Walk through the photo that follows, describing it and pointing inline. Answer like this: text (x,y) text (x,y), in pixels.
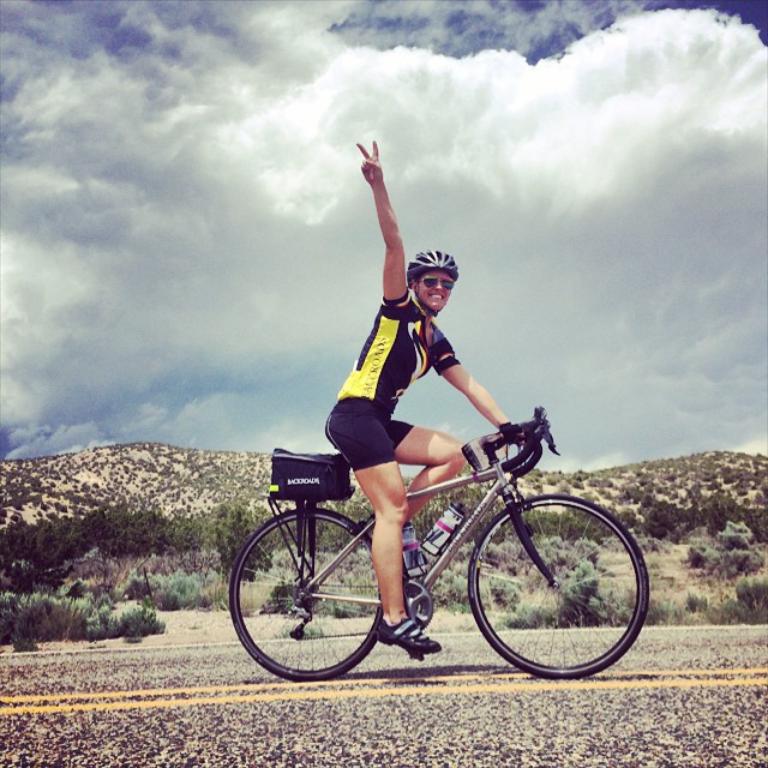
This picture shows a person (358,473) riding a bicycle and waving his hand (377,172) and we see trees (464,495) on the side and a cloudy Sky (279,28).
